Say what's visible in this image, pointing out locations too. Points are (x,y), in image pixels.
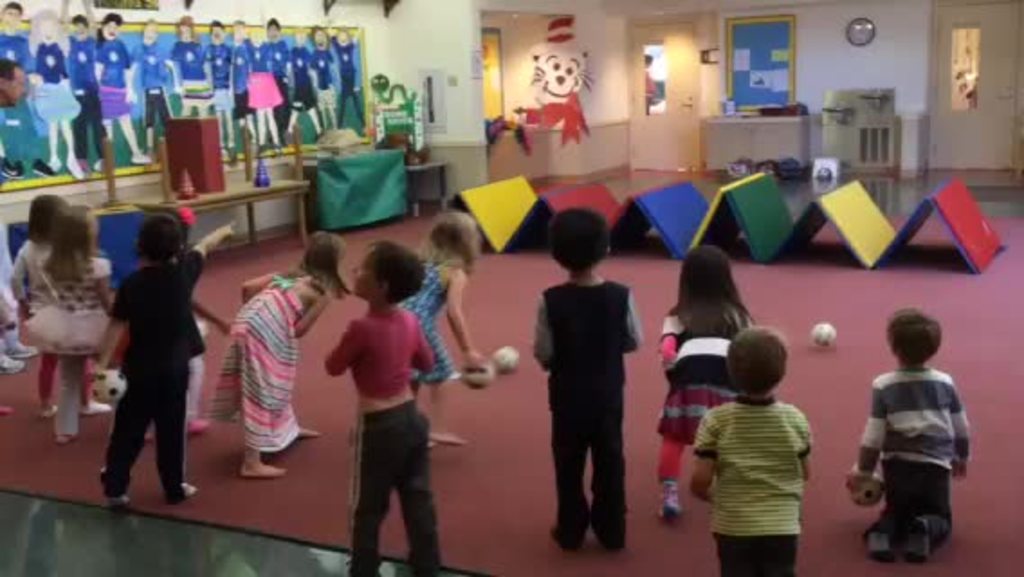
In this image at the bottom (749,399) there are few children's (54,229) visible, in the middle (590,203) there are some balls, colorful boards (769,198), table (267,189), on which there is a box (189,147), poles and some other objects (379,133) visible on the floor (964,290), at the top (257,21) there is a wall (290,18), on which there is a board (135,31), there are images (143,53) of persons (265,50), on the right side (965,68) there is a door (950,49), there is a wall (844,48), and clock (869,31) attached to the wall (889,37), in front of wall (844,62) there are some objects (860,114) visible. there is a door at the top (634,67).
